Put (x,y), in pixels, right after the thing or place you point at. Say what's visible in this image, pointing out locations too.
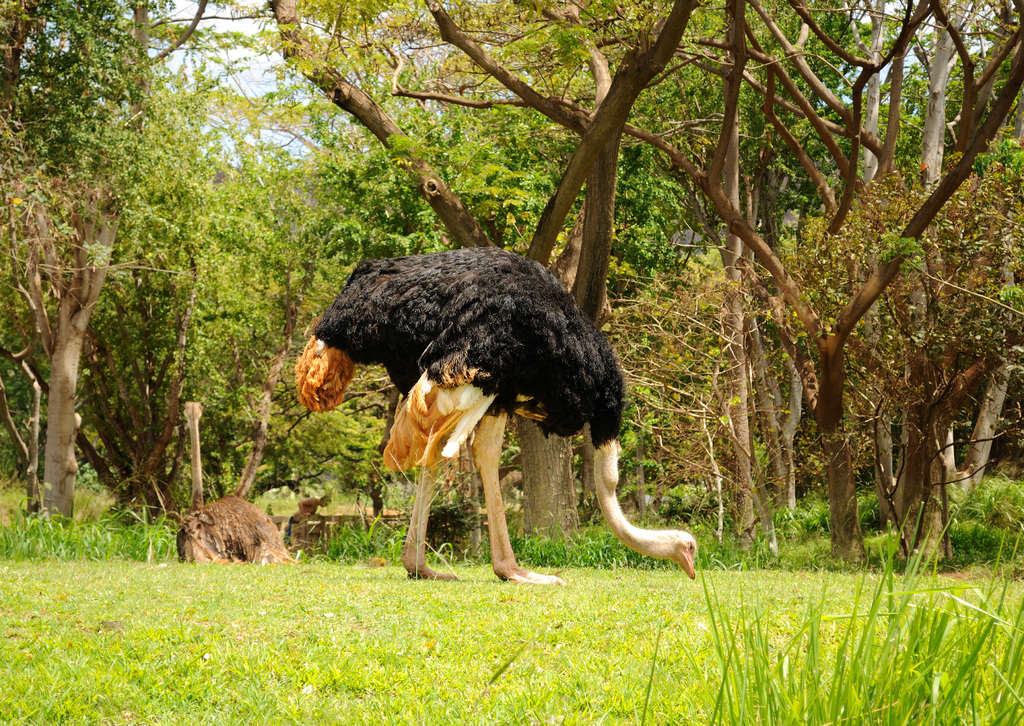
In the center of the image (445,367) we can see one ostrich (408,428), which is in cream and black color. In the background (510,79), we can see the sky (158,21), trees (861,371), grass (627,598), one person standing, one animal (251,504) etc.
